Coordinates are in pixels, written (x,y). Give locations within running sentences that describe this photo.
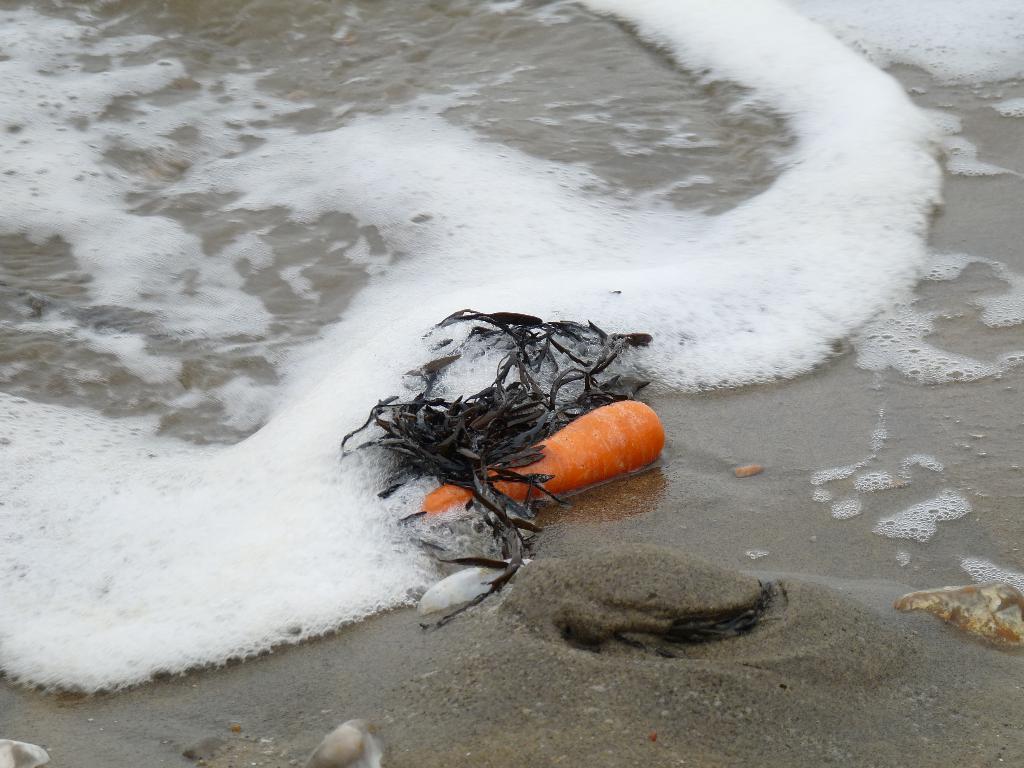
In this image I can see the carrot (609,444), shell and dried leaves (505,419) on the sand (659,589). To the side I can see the foam (528,250) and water (476,114).
